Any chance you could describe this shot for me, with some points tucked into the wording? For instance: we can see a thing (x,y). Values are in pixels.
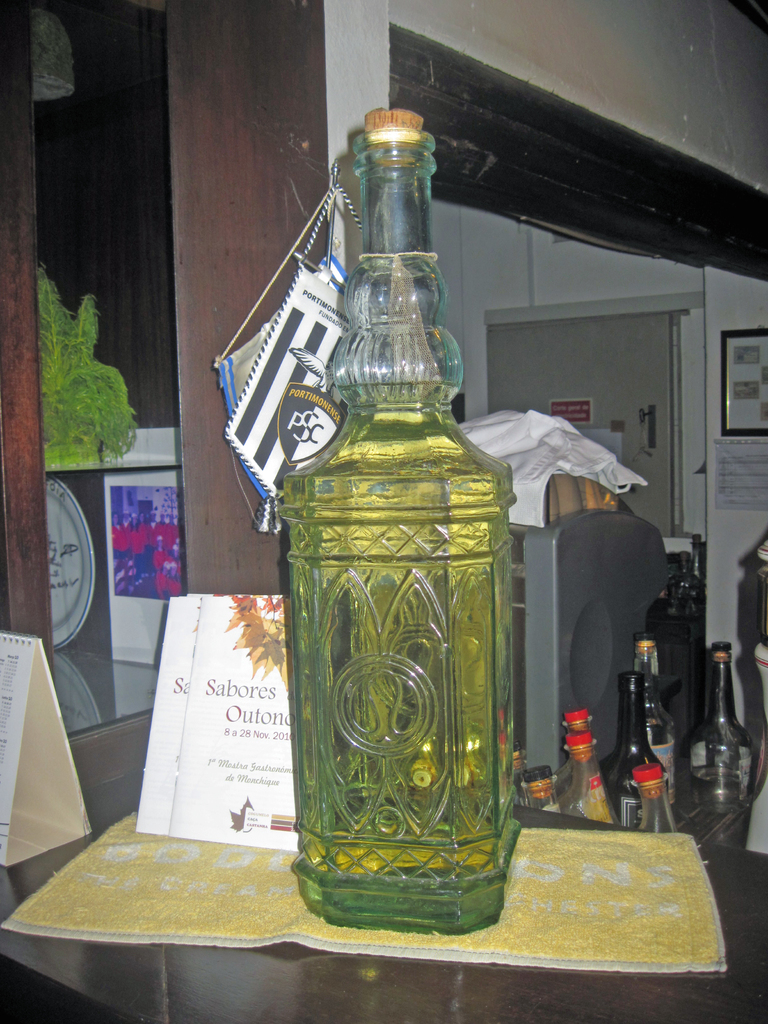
In this image we can see a bottle (383,611) on the table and some liquid (460,813) in it, and here are the bottles (732,721), and here is the pillar (253,188), and here is the wall (515,228) and photo frame (739,410) on it.
